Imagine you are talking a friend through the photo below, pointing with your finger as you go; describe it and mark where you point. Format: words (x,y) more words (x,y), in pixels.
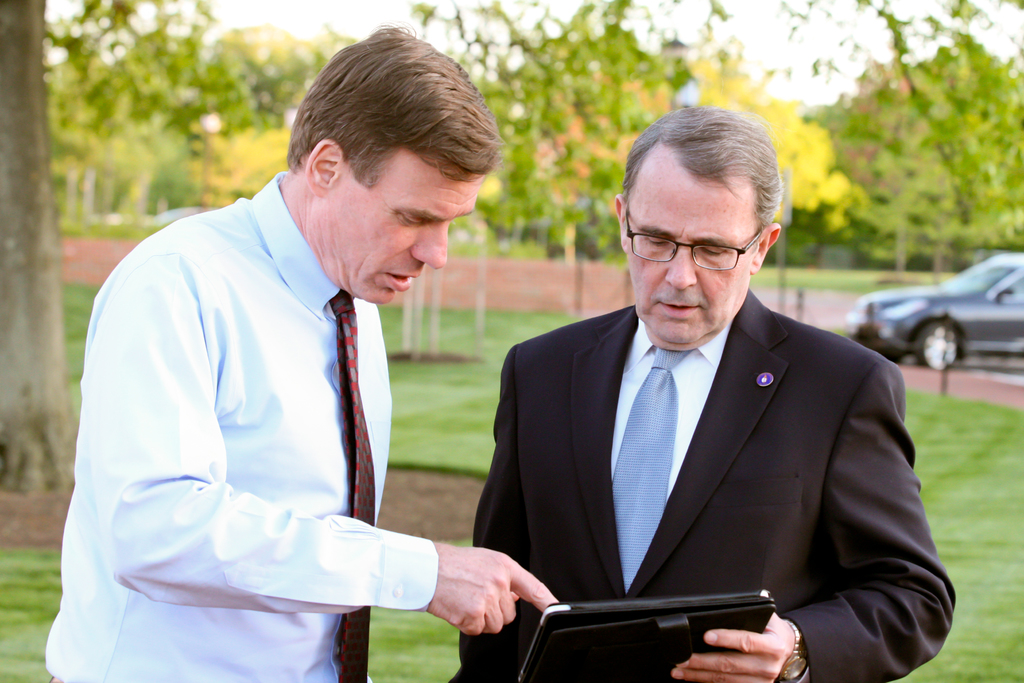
In this picture I can see 2 men (554,366) standing in front (605,390) and I see that both of them are wearing formal dress (632,359) and the man (644,360) on the right (768,222) is holding a thing (646,600) in his hand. In the background (421,422) I can see the grass (999,652), a car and few trees (62,300).
